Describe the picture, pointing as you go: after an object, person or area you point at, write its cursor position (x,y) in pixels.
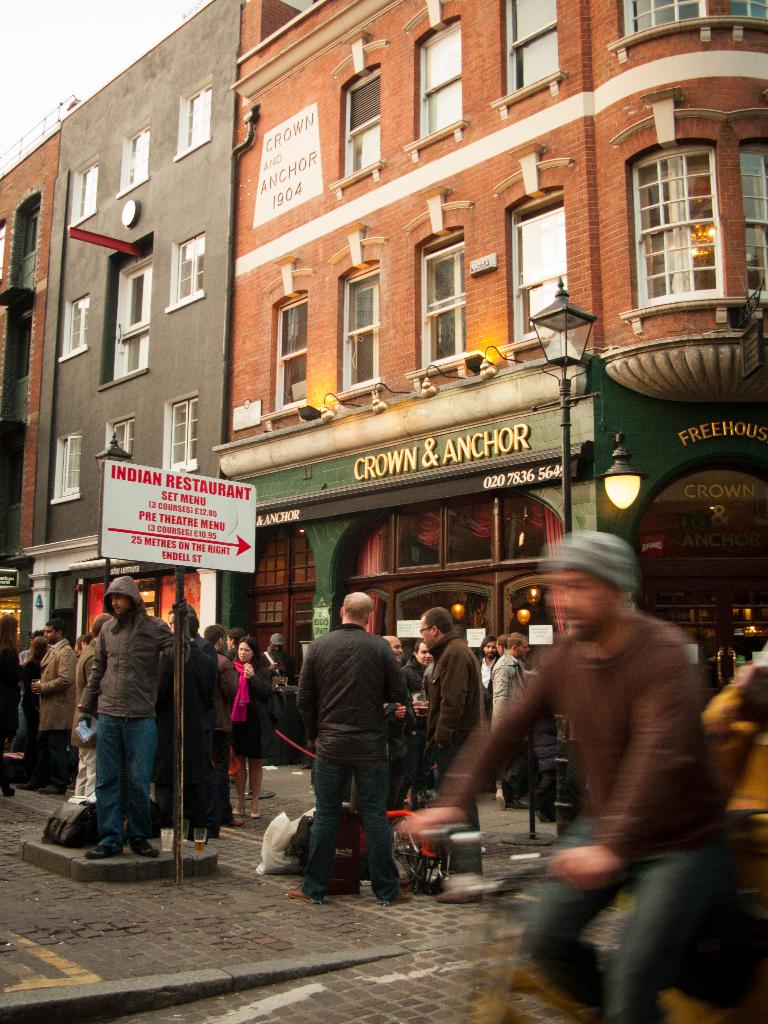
In the image there are few people (322,729) standing and walking on the side of the road (116,885) in front of the building (245,358) with many windows (464,251) on it, on the right side (579,593) there is a person (644,858) riding bicycle (506,1002) and above its sky (60,32).
